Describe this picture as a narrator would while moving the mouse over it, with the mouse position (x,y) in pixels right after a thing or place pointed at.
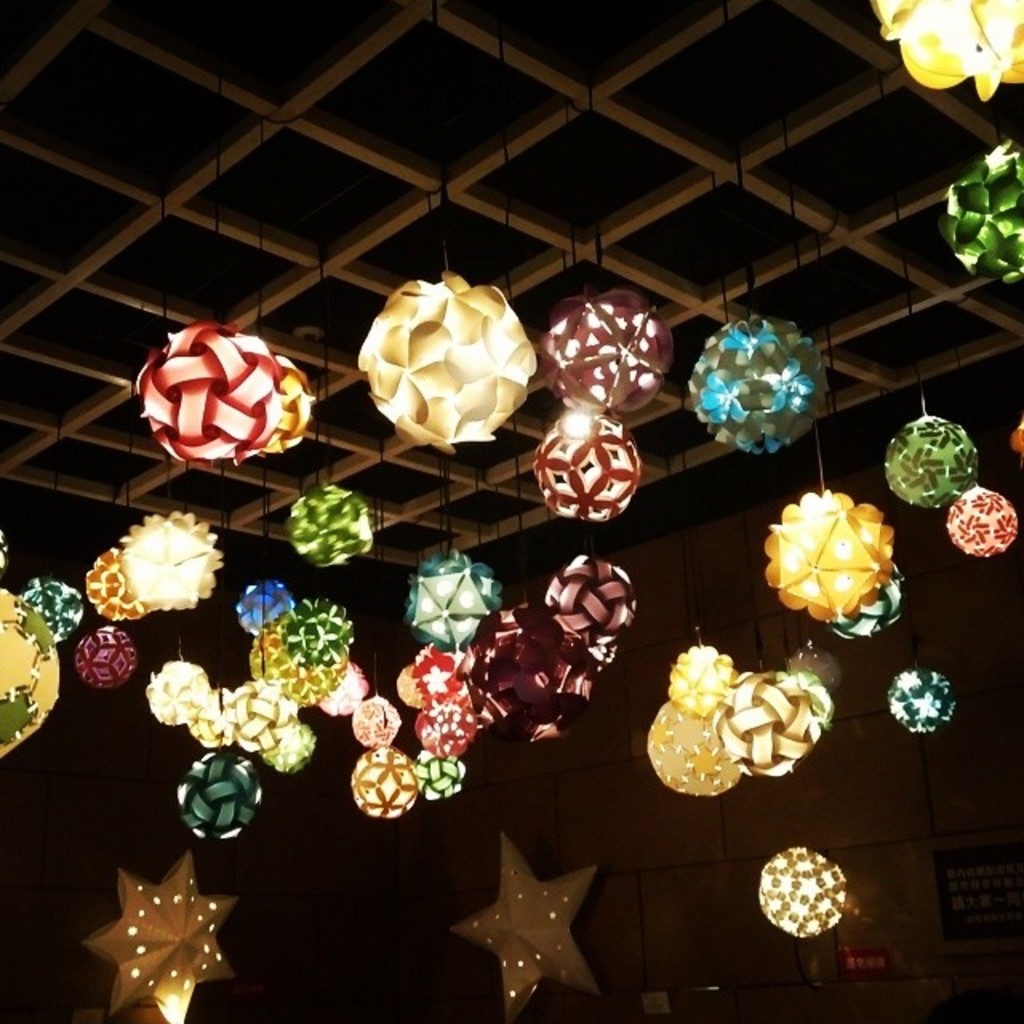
In this image there are lights (822,658).
